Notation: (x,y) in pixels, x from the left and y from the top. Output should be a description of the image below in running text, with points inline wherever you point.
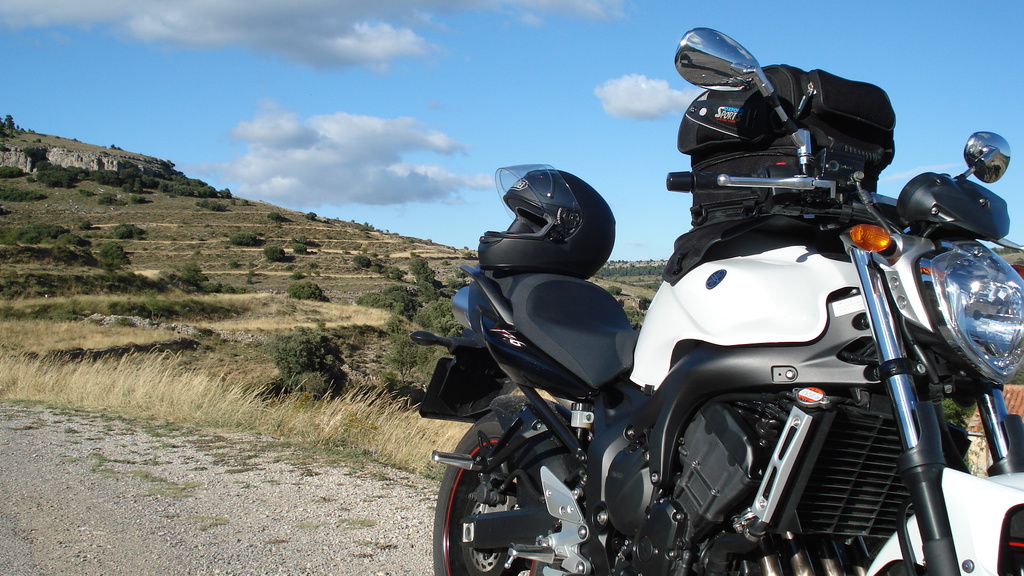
In this picture there is a bike (634,389) on the right side of the image (799,337) and there is greenery (349,239) on the left side of the image (149,240).
